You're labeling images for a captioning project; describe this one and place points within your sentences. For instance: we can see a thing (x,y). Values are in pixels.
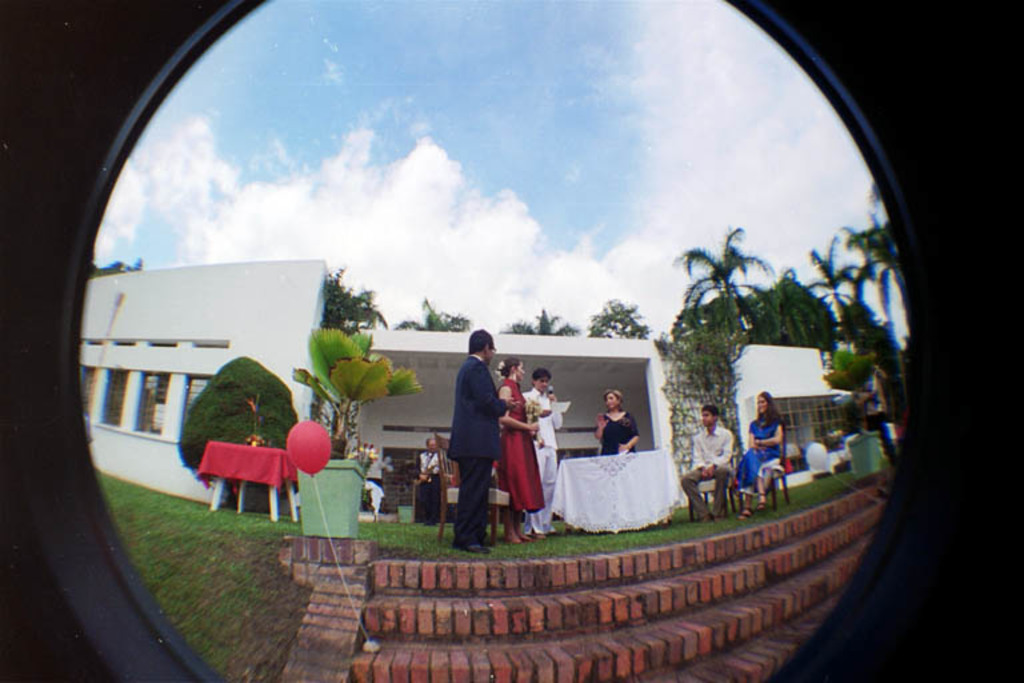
In this image I can see a round glass (511,527) through which we can see stairs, a red balloon (301,455), people (626,437) are present and there is a white table (589,468) in the center (628,453). There are plants (209,437) and grass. There is a white building (580,435) behind them and there are trees (815,317) at the back (614,317). There is sky (616,164) at the top (616,164).
